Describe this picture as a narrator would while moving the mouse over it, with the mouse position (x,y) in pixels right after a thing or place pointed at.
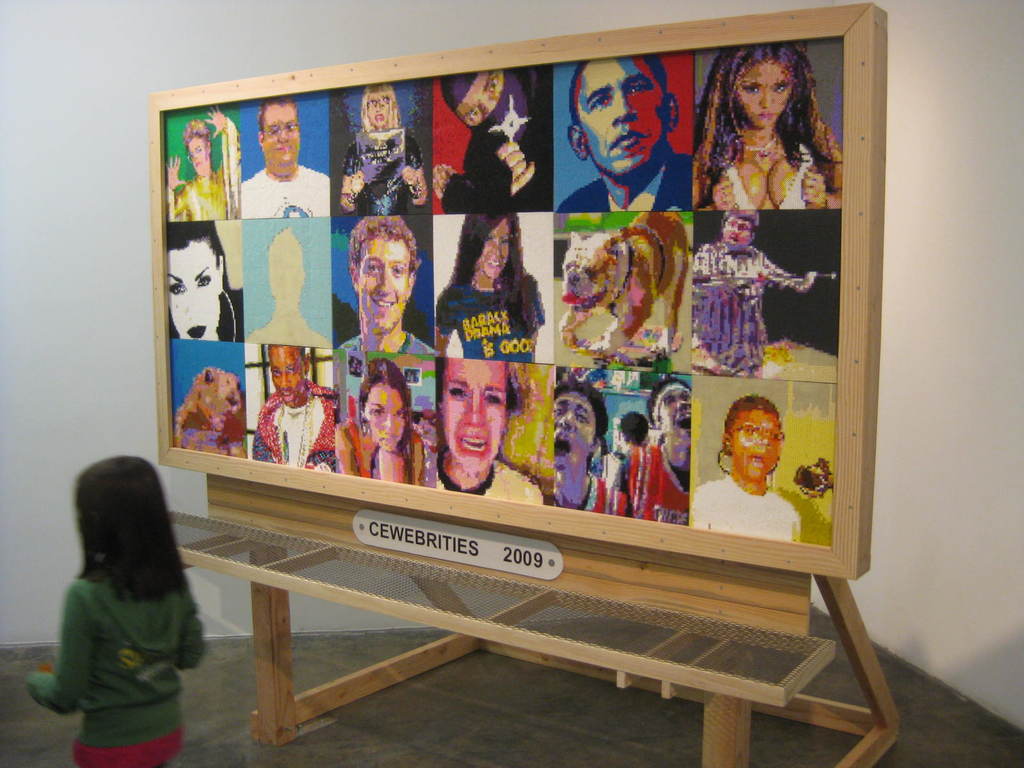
In this image on the left side (107,625) I can see a girl (136,611). In the background (507,364), I can see some depictions (447,270) on the board (672,466).
